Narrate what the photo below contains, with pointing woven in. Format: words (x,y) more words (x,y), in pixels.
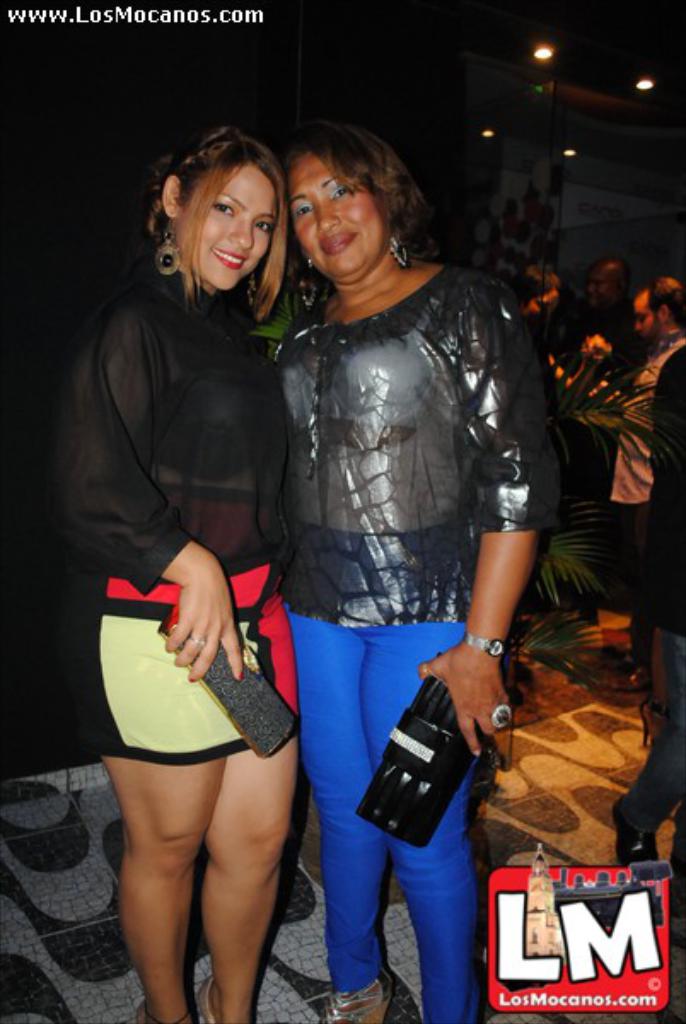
In this image in the front (367,555) there are women (376,579) standing and smiling. In the background (553,362) there are persons (578,351) standing, there is plant (593,552), and there are lights (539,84) on the top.
